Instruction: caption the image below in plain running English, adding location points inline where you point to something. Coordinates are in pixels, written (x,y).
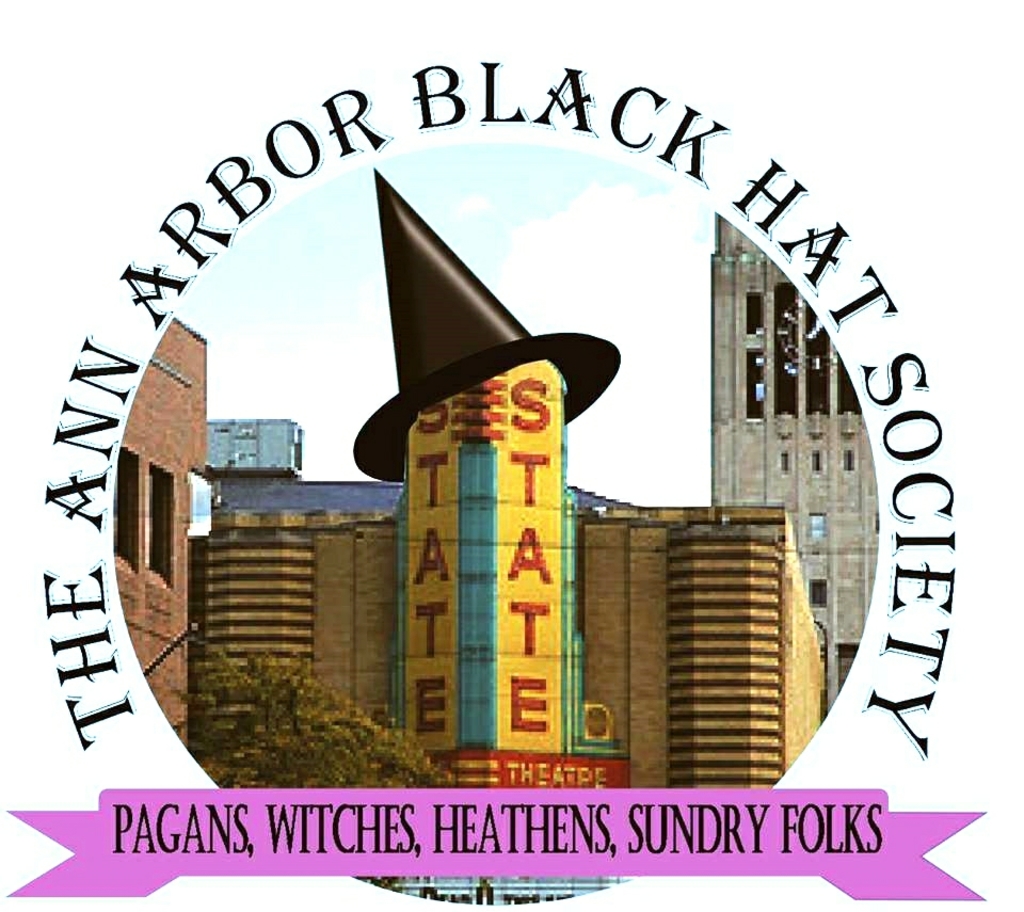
This image consists of a poster (422,440) with a few images (364,610) of buildings (338,610) and a tree (339,722) and there is a text (247,170) on it.
